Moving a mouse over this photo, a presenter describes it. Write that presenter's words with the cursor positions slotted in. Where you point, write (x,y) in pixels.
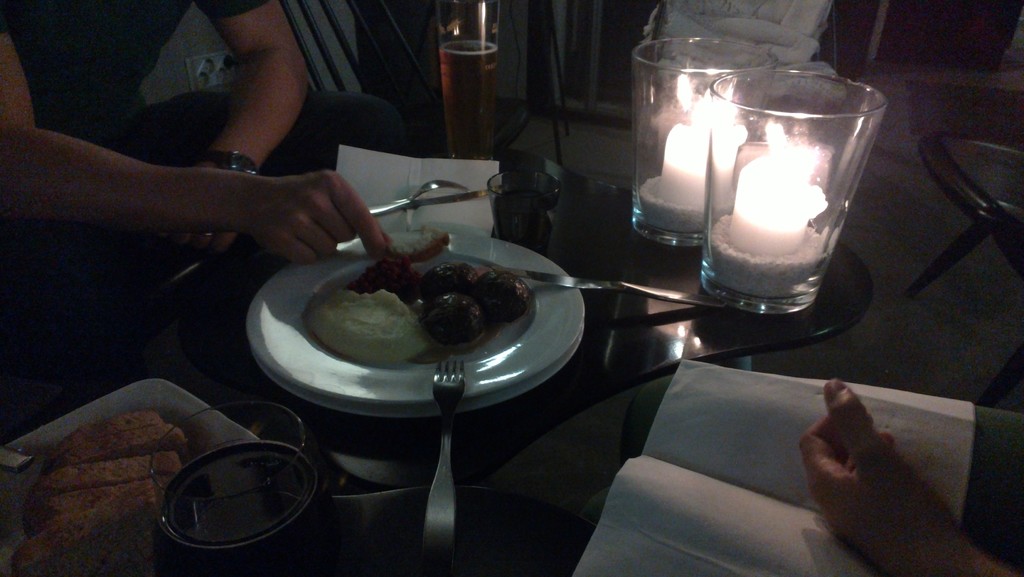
This picture is of inside. On the right (910,494) there is a person (920,524) sitting. In the center (633,358) there is a table (630,345) on the top of which plate (529,345) full of food (417,330), glass (521,196) and two candles (754,169) are placed. On the left (114,29) there is a person (164,107) holding food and sitting on the chair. In the background (964,102) we can see the floor (1005,266) and the chair (987,228).
